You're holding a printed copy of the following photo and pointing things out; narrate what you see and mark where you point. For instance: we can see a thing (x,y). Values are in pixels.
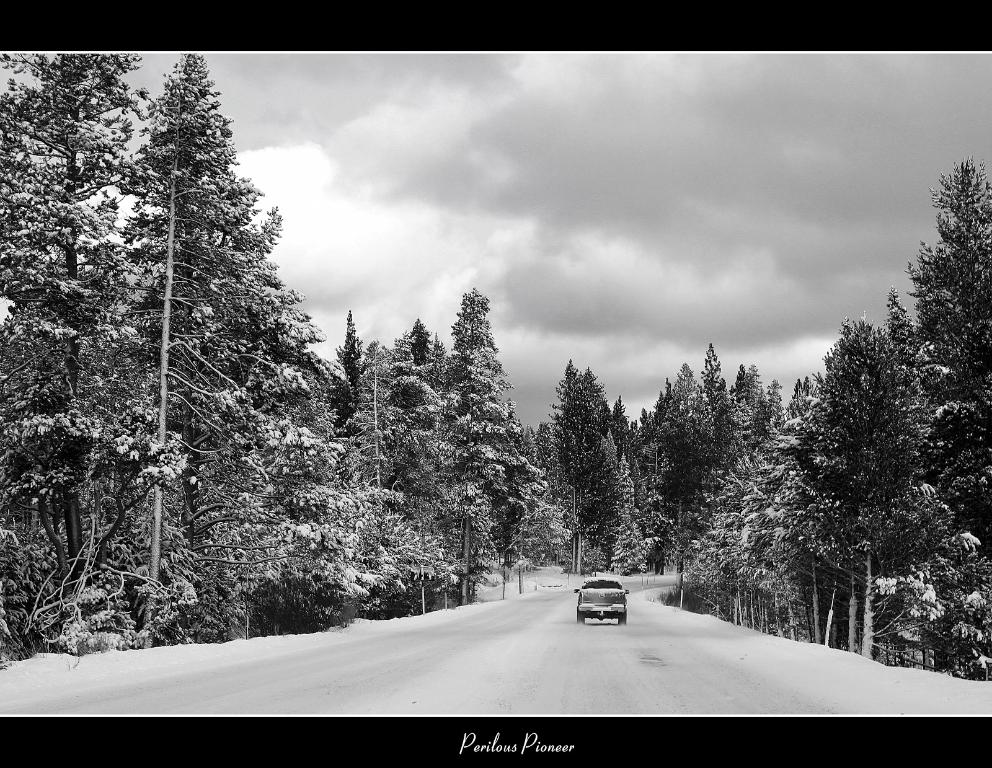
In the image in the center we can see one car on the road (551,637). In the bottom of the image, there is a watermark (486,739). In the background (538,230) we can see the sky (723,149), clouds (456,195), trees (224,418) and snow (736,629). And we can see black color border (763,14) on the top (705,22) and bottom of the image (628,744).
